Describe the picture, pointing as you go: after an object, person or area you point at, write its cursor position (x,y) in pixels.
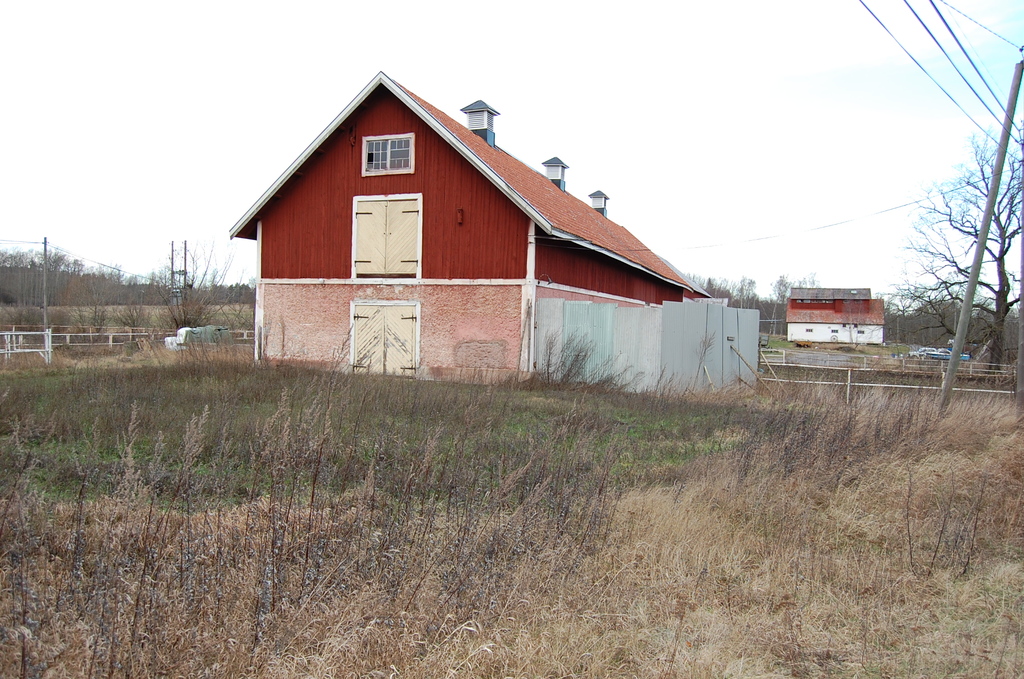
In the image we can see there are dry plants (476,492) on the ground (974,653) and there are buildings (470,295). There are trees (910,333) and there is electrical wire pole (959,362). There is a clear sky (278,65).
